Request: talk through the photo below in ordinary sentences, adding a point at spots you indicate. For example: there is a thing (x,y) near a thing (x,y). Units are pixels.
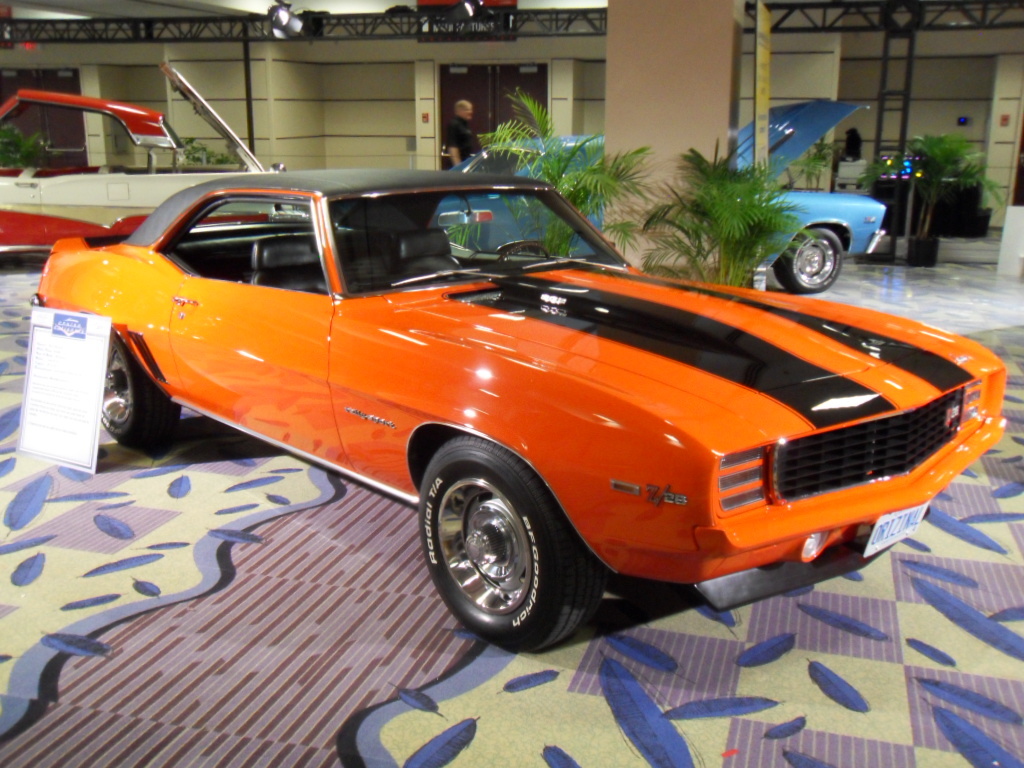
In this image there are cars (425,416) on the floor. At the back side (313,96) there is a building (522,84). In front of the building (482,105) there is a person (456,126) standing.
